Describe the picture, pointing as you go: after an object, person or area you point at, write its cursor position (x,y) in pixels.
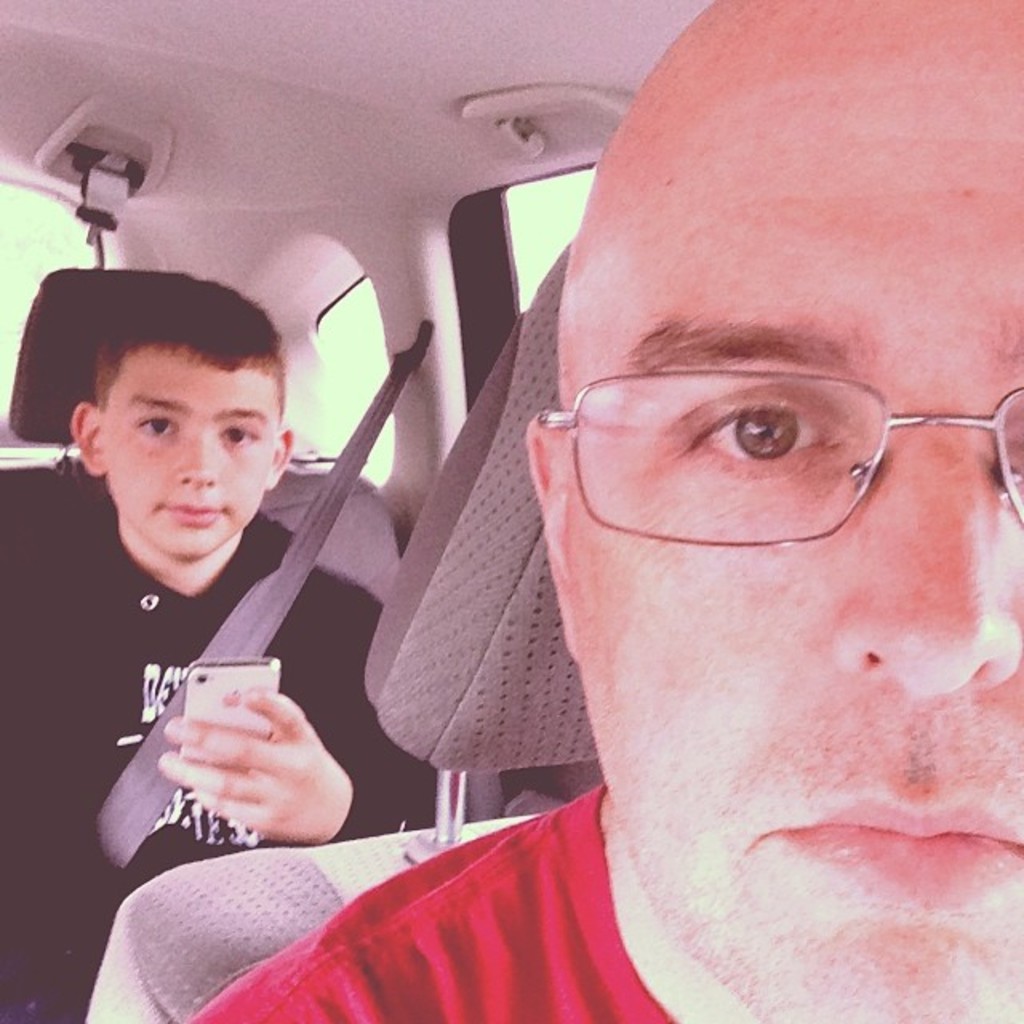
In this picture I can observe two members (201,319) sitting in the car (82,335). One of them is a man (762,675) wearing spectacles (595,477) and the other one is a boy (187,660) holding a mobile (225,715) in his hand (221,731). Boy (120,765) is wearing seat belt (112,818).
